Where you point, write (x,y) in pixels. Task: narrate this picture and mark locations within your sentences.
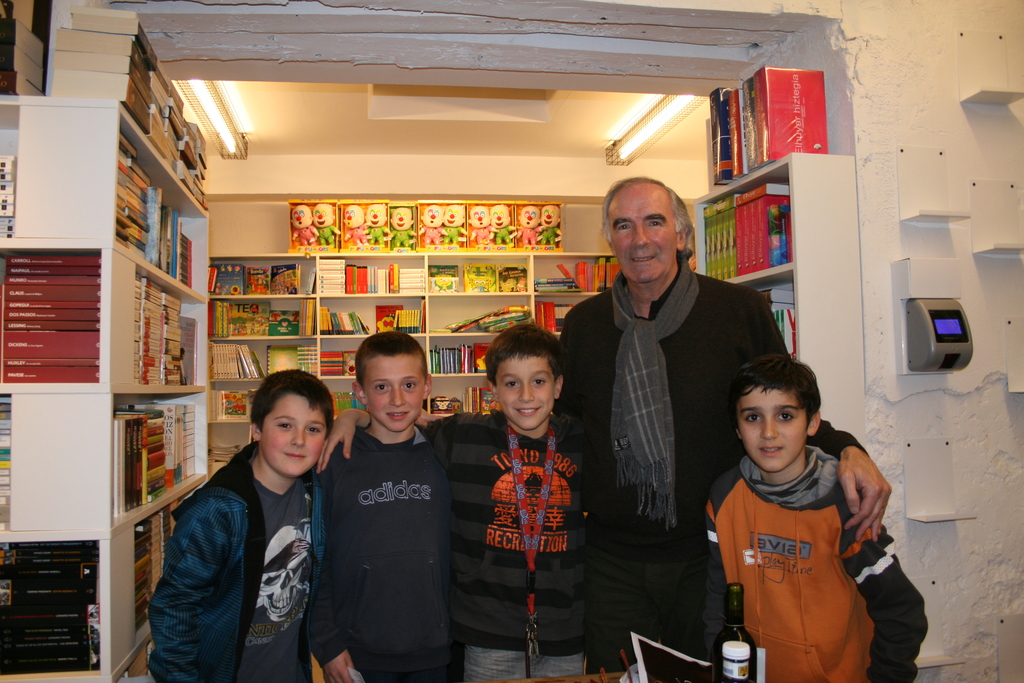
In this image we can see there are people (706,591) standing and in front of them there is a bottle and paper (675,658). And at the back (375,294) there are racks (254,295), in that there are different type of books (705,217) and dolls (436,217) in a box (451,247). And at the side there is an object (917,332) looks like a meter board (934,327) attached to the wall (887,71).
